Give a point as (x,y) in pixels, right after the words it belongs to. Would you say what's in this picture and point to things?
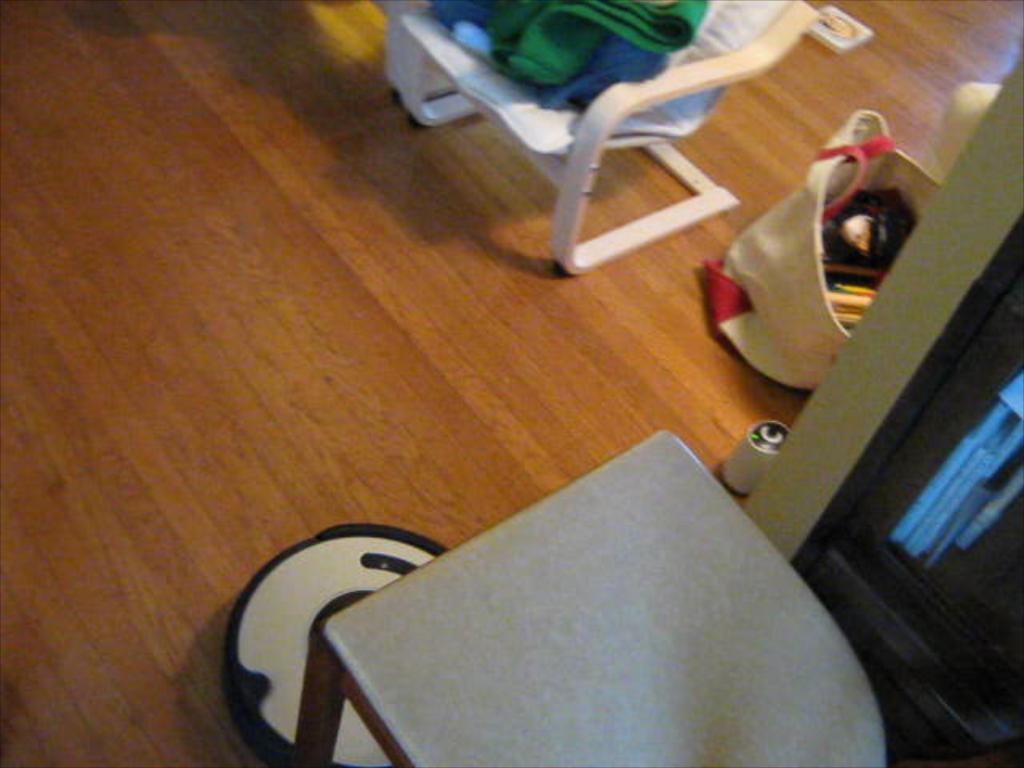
In the foreground of this picture (523,606) we can see there are some objects (671,594). On the right (838,218) we can see a bag (773,284) containing some items (860,247) and we can see a chair (695,97) and some other objects (953,604).
